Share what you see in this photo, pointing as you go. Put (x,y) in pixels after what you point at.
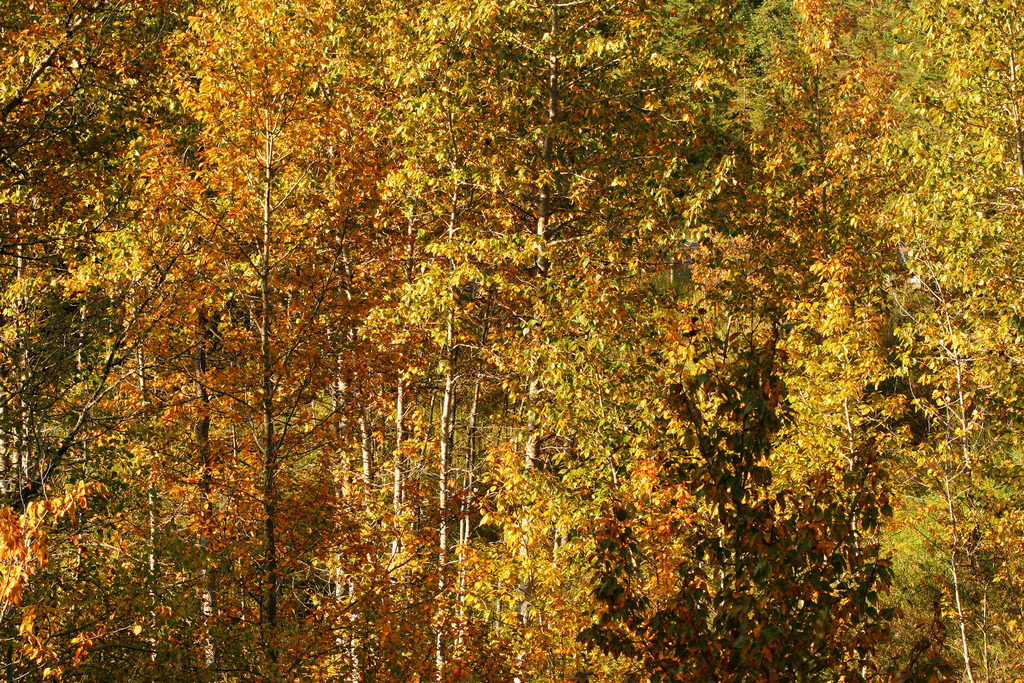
In this picture, we can see a few trees (567,285).
